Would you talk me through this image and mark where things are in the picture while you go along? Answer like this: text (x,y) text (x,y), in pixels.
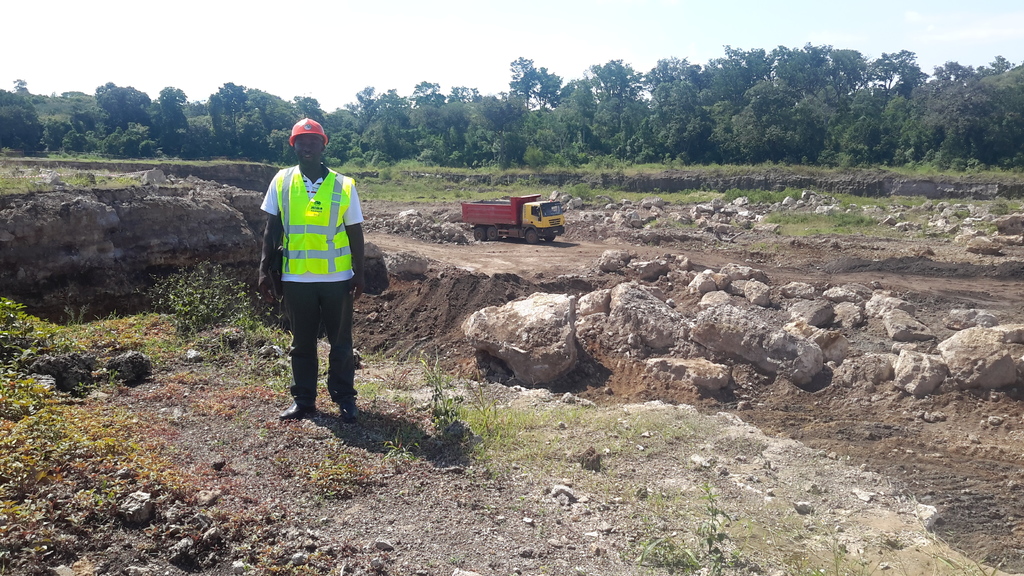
In this image I can see few trees (834,153), rocks (700,284), grass (188,374), mud (527,511), vehicle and the sky (310,78). In front (299,181) I can see the person (330,178) is standing and wearing the helmet (316,125).
